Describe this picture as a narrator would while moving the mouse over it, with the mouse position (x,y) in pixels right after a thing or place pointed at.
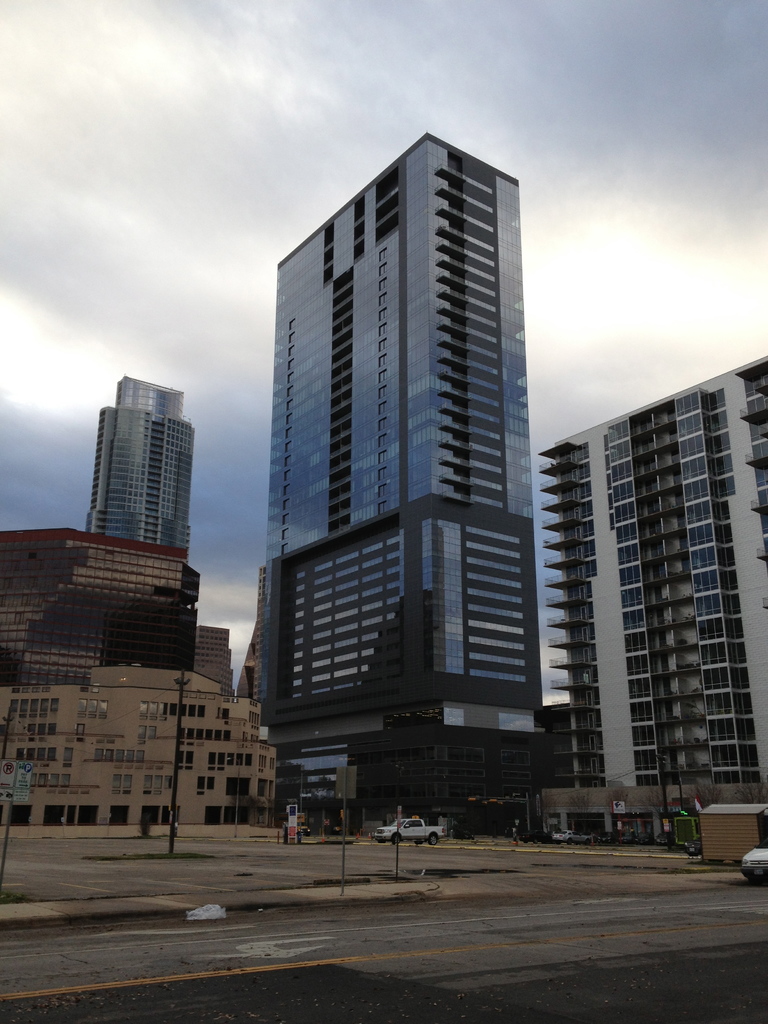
In this image we can see the buildings (351,810). In front of the buildings (304,798) we can see the vehicles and poles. Behind the vehicles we can see the sky (374,12).
